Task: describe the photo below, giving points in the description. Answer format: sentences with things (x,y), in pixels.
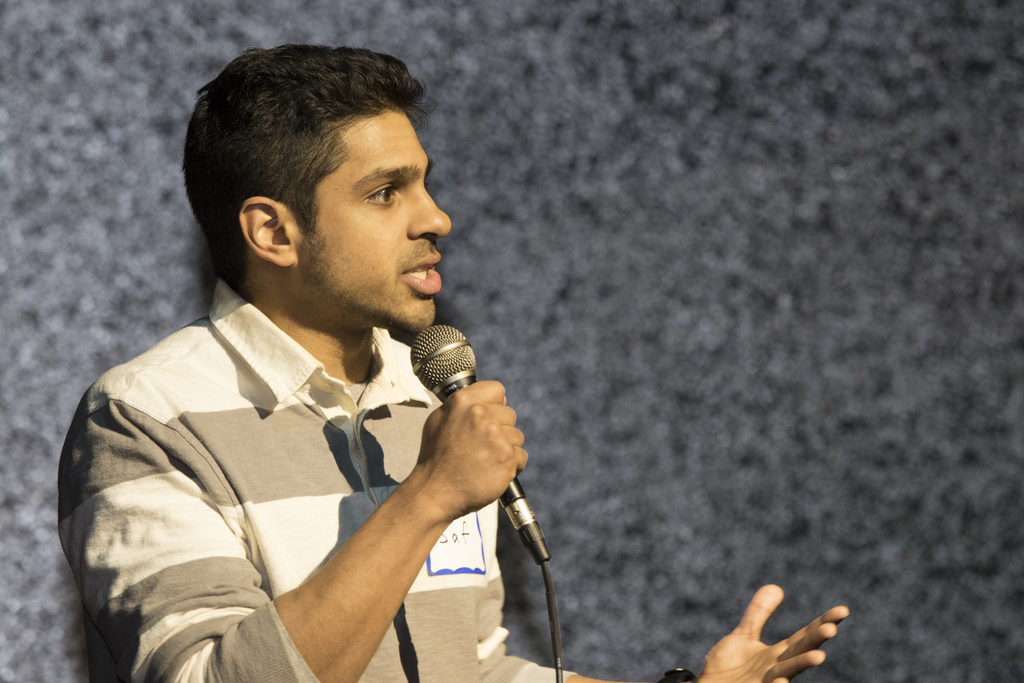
In the image we can see a man (227,380) standing on the left side of the image (186,416). The man (186,416) is wearing clothes (395,443) and holding a microphone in hand (460,472), and the man (416,536) is talking. Here we can see cable wire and the background (727,361) is slightly blurred.
